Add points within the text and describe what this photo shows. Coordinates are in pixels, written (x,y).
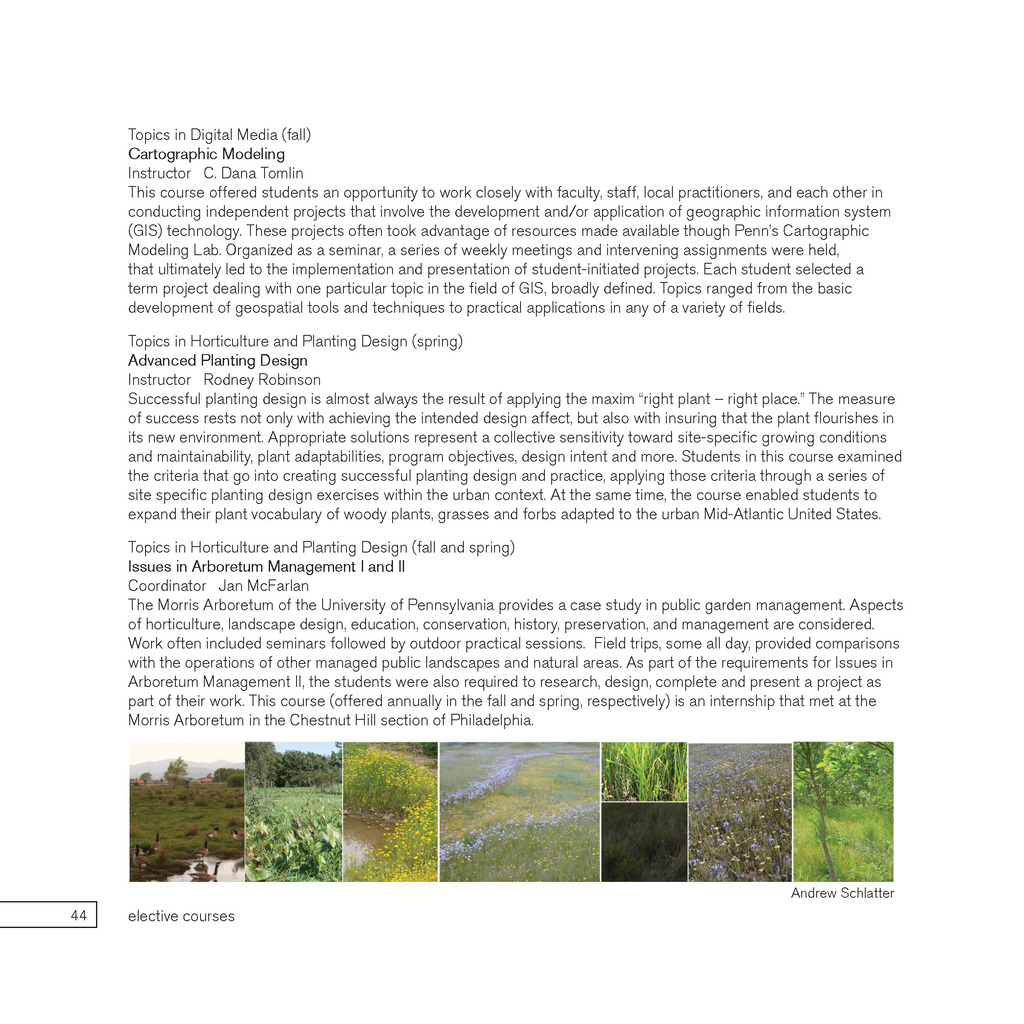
In this picture, it looks like an article (280,192) with images (397,753) of plants (265,788) and trees (185,773).
